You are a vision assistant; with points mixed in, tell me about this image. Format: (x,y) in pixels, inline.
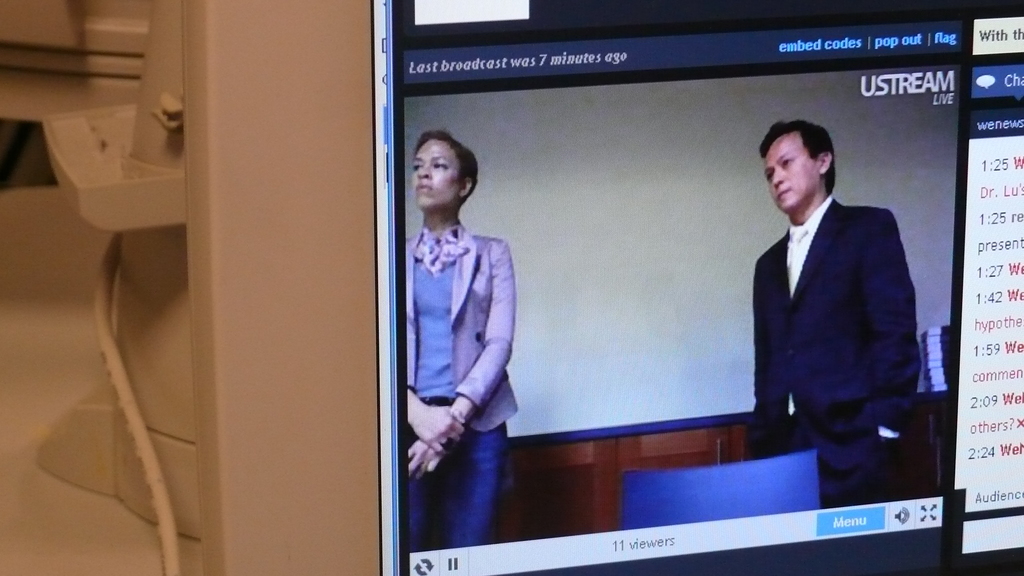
In this image in the foreground (766,361) there is one screen (614,275), and on the screen (1006,276) there is some text (1012,374) and some persons (797,252) are standing and there is a screen (406,231). And on the left side (117,199) there is a wall (215,293), pipe (123,379) and some objects (60,97).
